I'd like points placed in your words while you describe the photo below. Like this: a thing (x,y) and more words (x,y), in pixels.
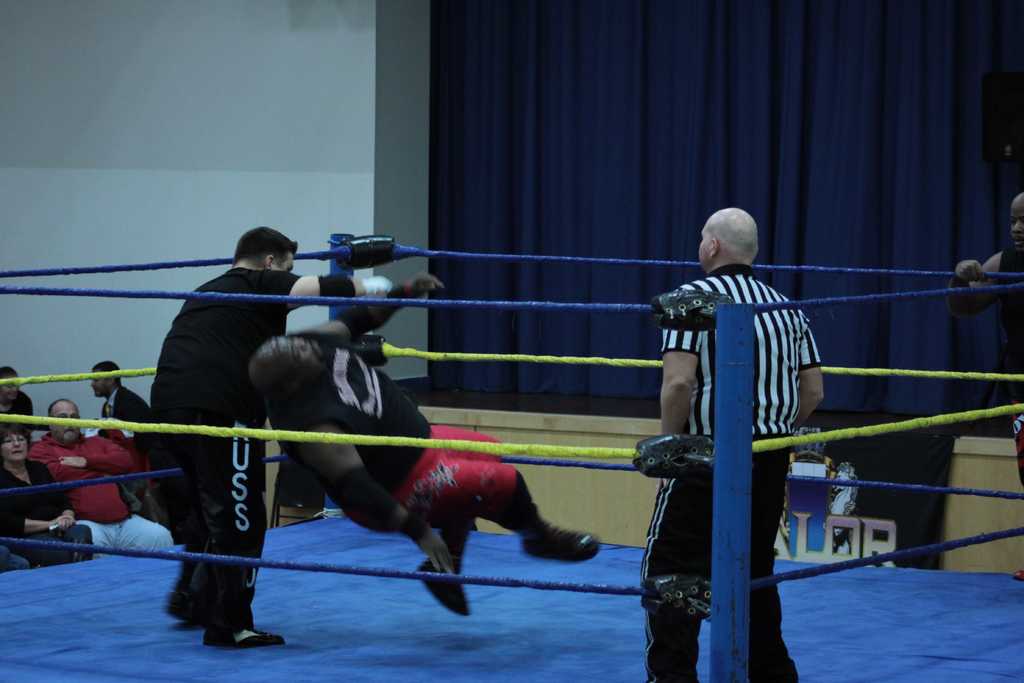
Here in this picture we can see two persons (281,349) wrestling in a ring (263,431), which is present over there and we can also see a referee (702,520) in the ring (739,350) and beside them we can see number of people (60,409) sitting and watching them and on the right side (699,71) we can see a curtain (954,233) present over there.
